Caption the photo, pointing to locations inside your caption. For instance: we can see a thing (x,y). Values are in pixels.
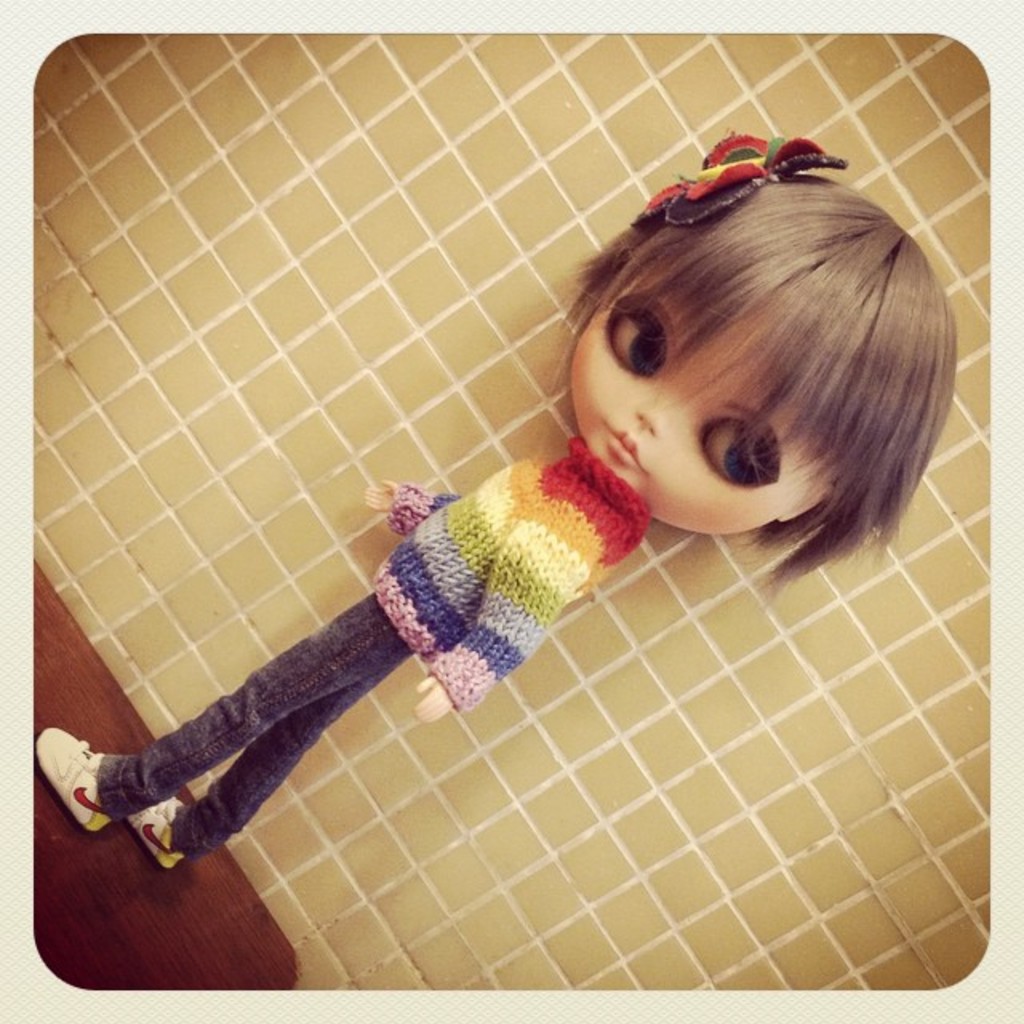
In this image I can see a doll (582,480) which is cream in color and wearing red, orange, cream, green, purple and pink colored dress (473,572) is standing on the brown colored surface (135,855) and I can see the cream colored wall (401,316) in the background (342,361).
